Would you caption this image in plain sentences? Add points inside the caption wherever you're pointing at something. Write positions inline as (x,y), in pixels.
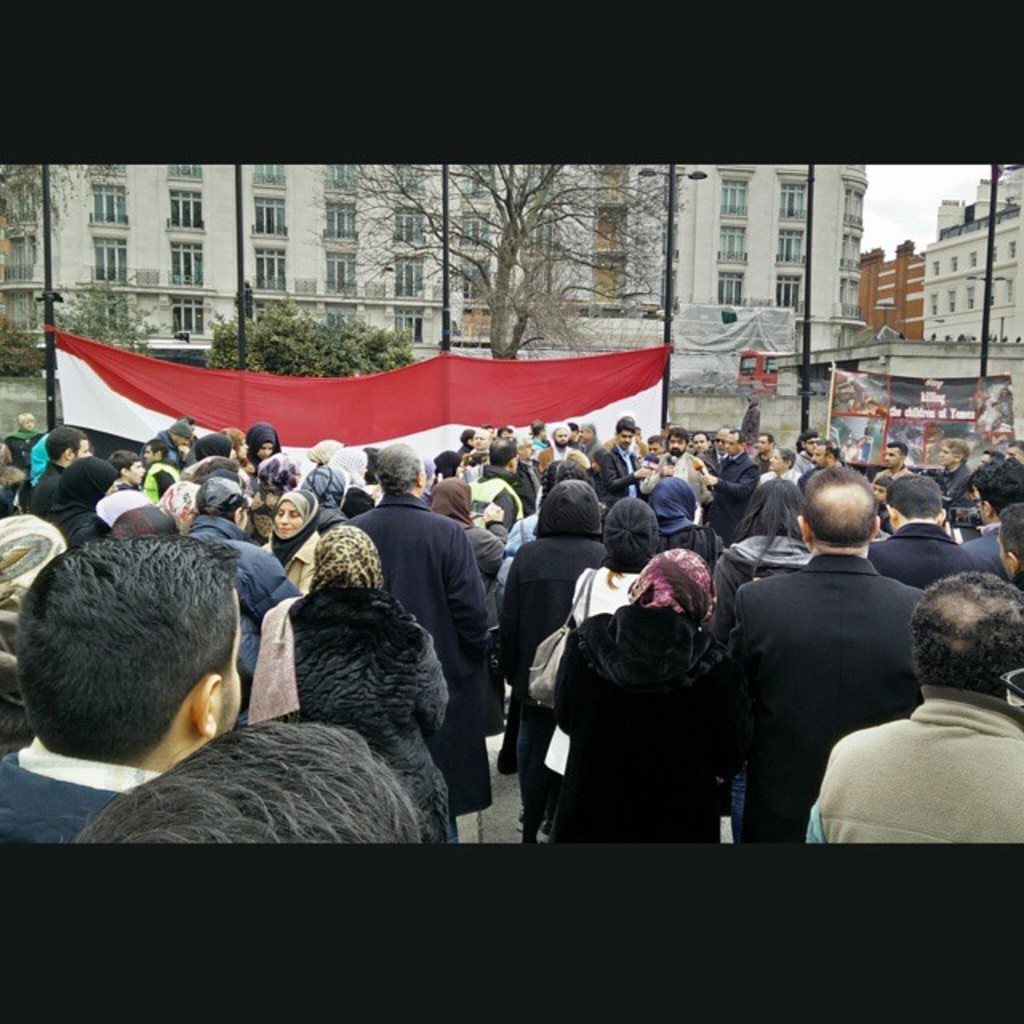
In this picture we can see a group of people (550,816) standing on the road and in the background (237,414) we can see a flag (484,398), banner (954,400), poles (810,250), trees (270,312), buildings (553,237) with windows (1011,250) and some objects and the sky (869,202).
